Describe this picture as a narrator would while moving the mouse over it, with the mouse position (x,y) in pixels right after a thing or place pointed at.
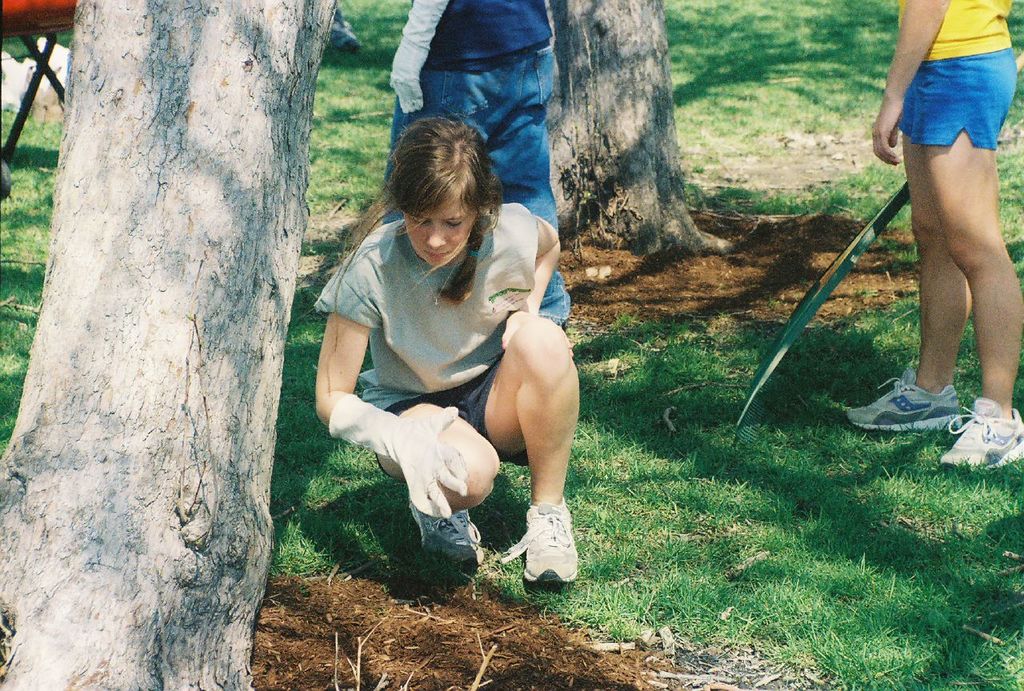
In this image, we can see people (475,242) and one of them is holding a rake (844,260) and in the background (632,122), there are trees (179,134) and we can see a stand (70,18). At the bottom (670,514), there is ground (720,527) covered with grass (726,529).
